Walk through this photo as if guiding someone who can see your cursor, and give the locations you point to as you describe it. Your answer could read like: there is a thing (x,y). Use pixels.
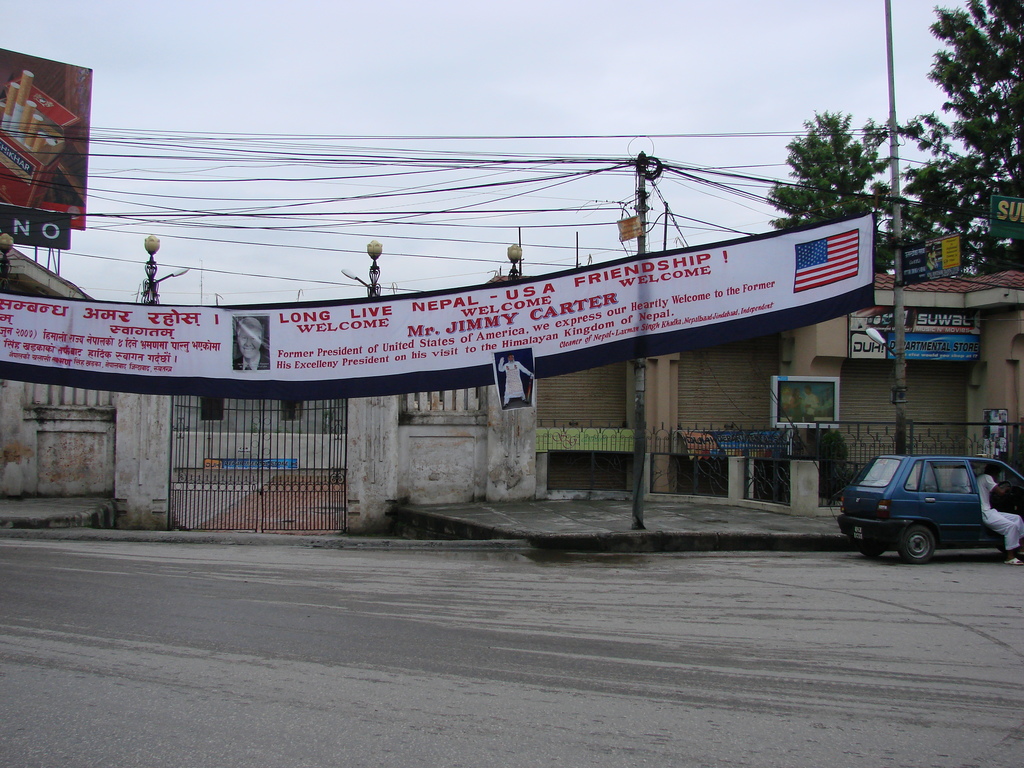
In this image we can see the road (819,593), vehicles (929,482). And we can see the banners (352,315), lights (873,331). And we can see the poles (897,342), wires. And we can see a few boards (632,222) and the sky (355,113).
